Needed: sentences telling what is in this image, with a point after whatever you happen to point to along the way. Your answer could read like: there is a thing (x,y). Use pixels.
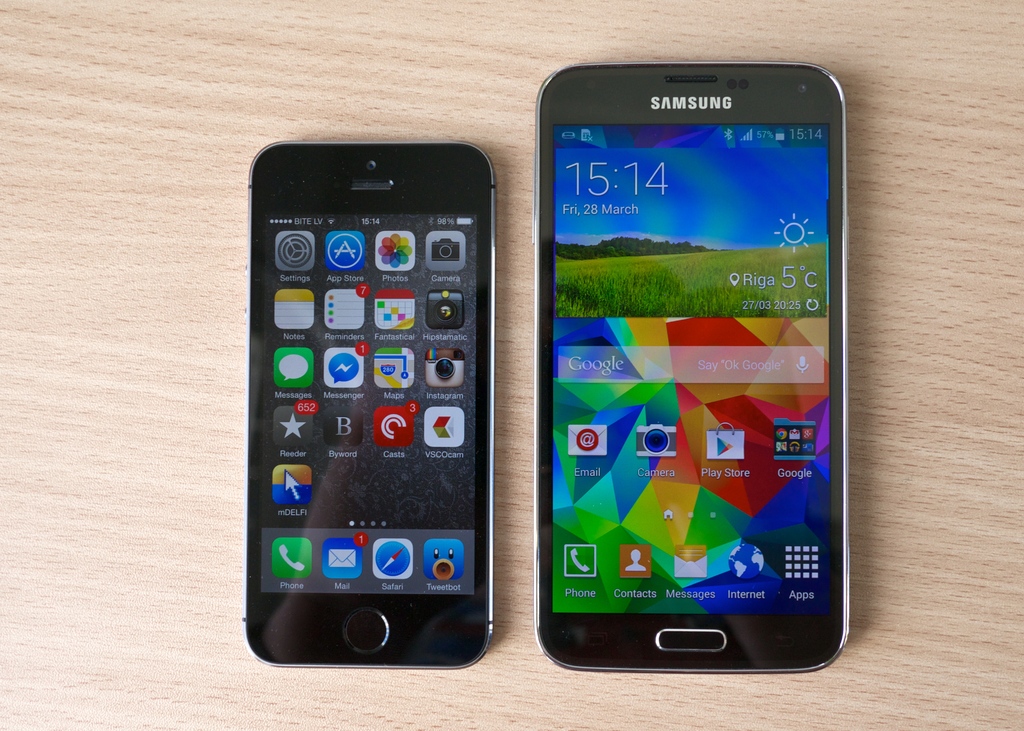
In this image there are mobile phones (676,439).
